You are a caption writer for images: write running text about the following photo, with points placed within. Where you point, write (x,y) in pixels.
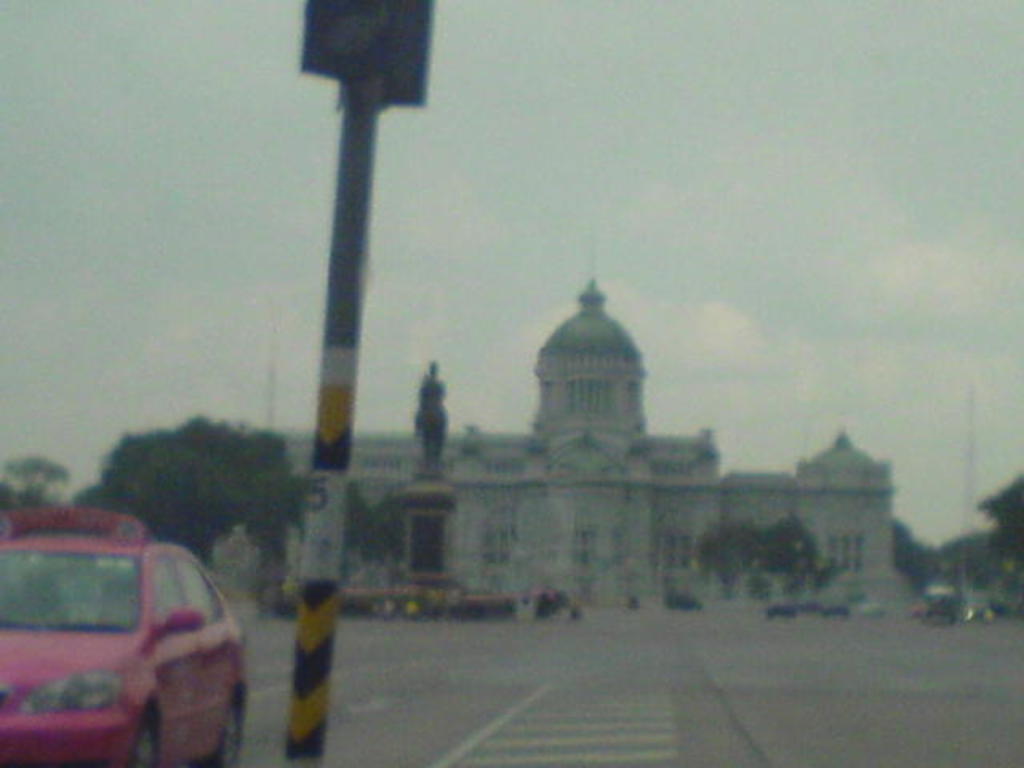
In this image we can see a building (415,450). There are many trees (797,540) and plants (987,555) in the image. There is a sculpture (431,464) in the image. There is a sky (723,156) in the image. There are many vehicles (152,695) on the road (259,671). There is a pole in the image.
